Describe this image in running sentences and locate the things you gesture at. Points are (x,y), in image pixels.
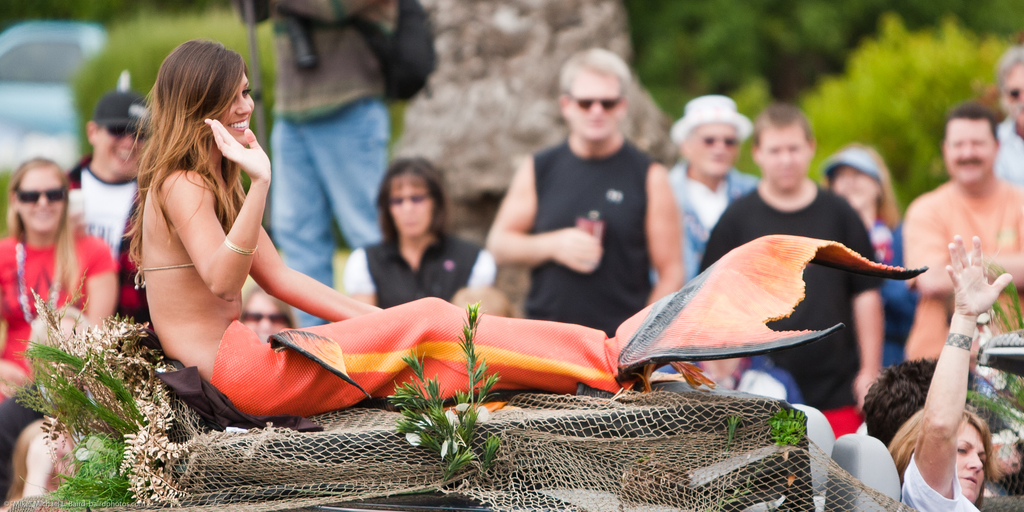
Here I can see a woman (194,303) wearing a fish costume (352,354) and sitting on a vehicle (820,434). She is facing towards the right side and smiling. On the right side (908,440), I can see two more persons (901,420) are sitting in the vehicle (826,449). In the background (705,206) there are many people (517,218) standing and looking at this woman (204,245). At the top (724,44) I can see few plants (697,56) and a rock (483,47).
